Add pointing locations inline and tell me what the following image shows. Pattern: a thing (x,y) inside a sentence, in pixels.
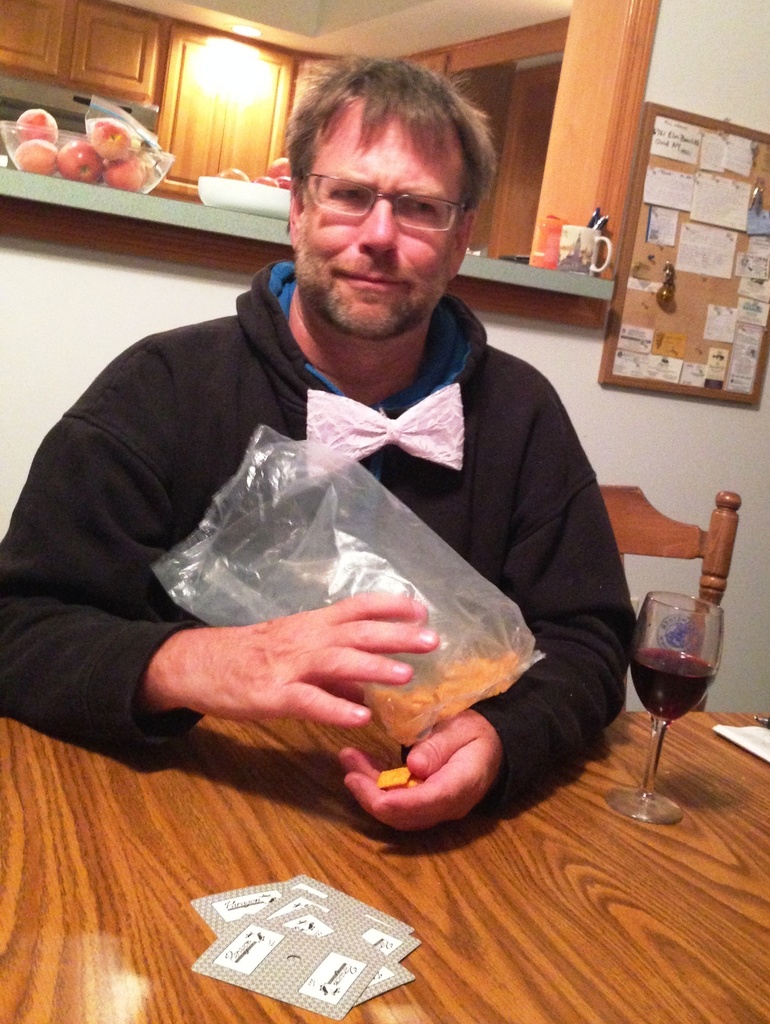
In this image i can see a person (329,411) sitting wearing a black jacket (186,411) and holding a plastic cover (389,537) in his hands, on the table (318,873) i can see few pieces of paper (289,919), a wine glass (653,788). In the background (717,87) i can see a wall (717,104), a notice board (666,217) and a bowl (96,178) and few apples (107,140).
